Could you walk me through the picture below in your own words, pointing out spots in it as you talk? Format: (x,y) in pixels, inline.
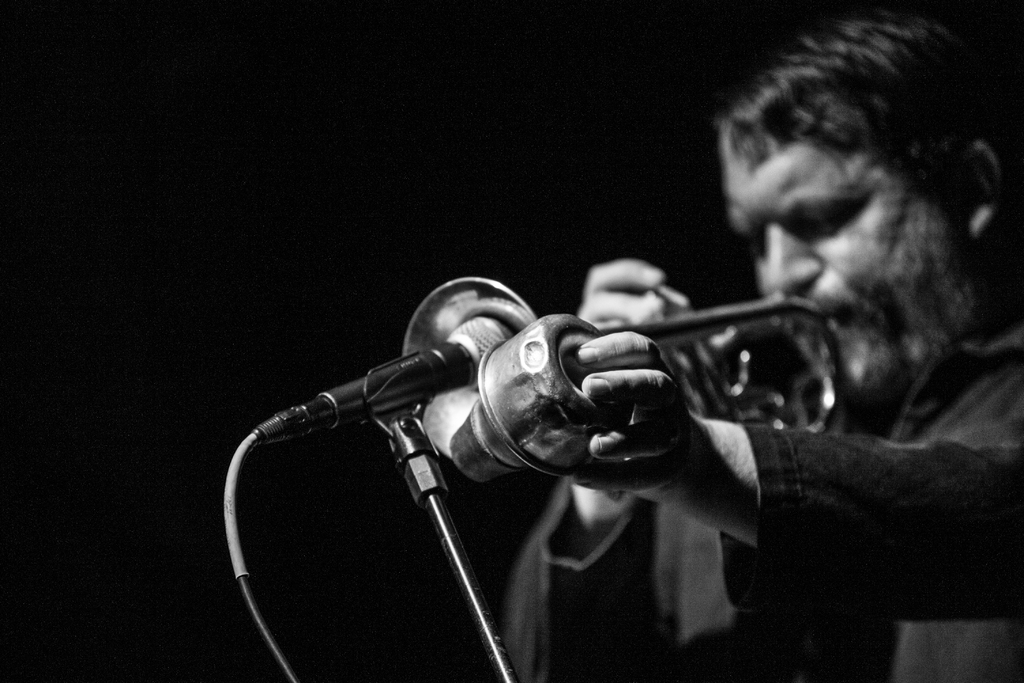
In this picture we can see a man (867,305) is playing trumpet (672,323) in front of the microphone (437,354).
